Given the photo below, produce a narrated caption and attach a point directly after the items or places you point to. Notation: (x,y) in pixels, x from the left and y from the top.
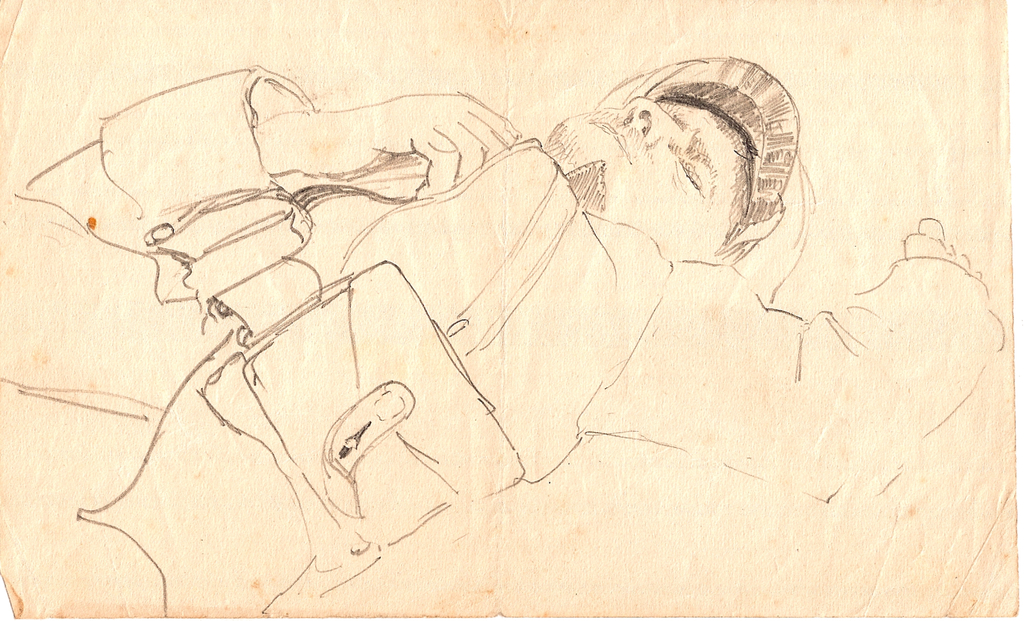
In this image we can see a paper (600,345). In the paper (551,368), we can see a sketch (401,221) of a person (310,210).
